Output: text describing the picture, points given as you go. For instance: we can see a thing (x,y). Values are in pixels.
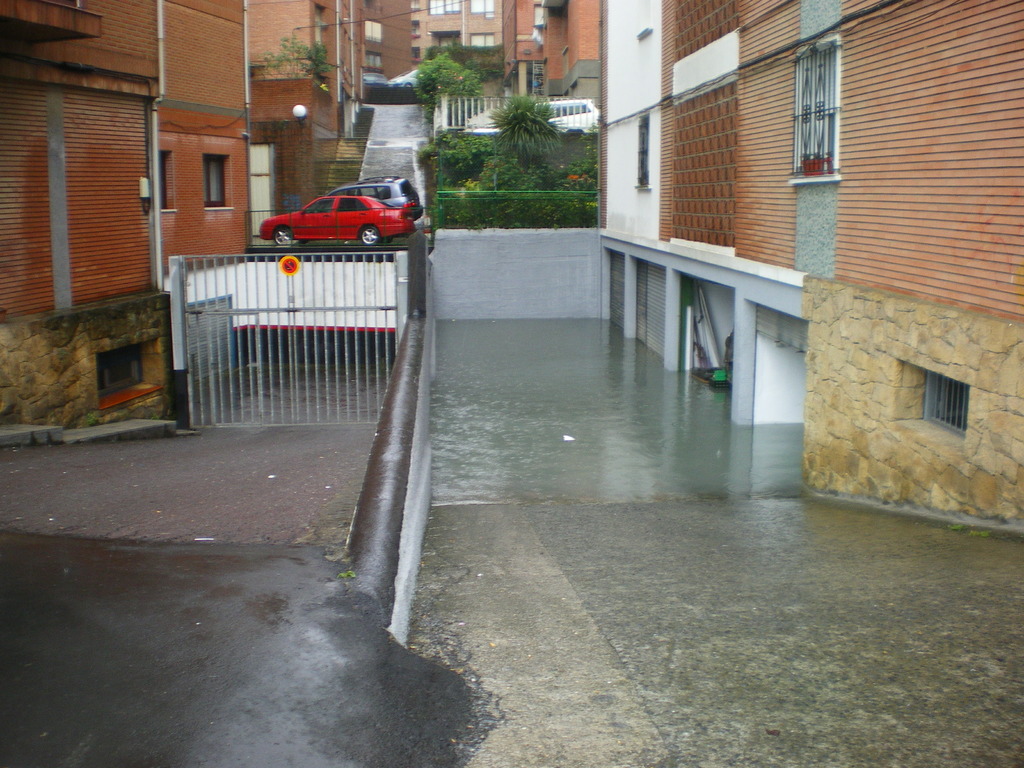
In this image we can see gate (385,331), buildings (15,228), vehicles (390,191), plants (493,49), pipes (248,90) on the walls (269,45), water (555,383) stored on the floor (69,647), objects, windows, shutters (618,272) and objects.
